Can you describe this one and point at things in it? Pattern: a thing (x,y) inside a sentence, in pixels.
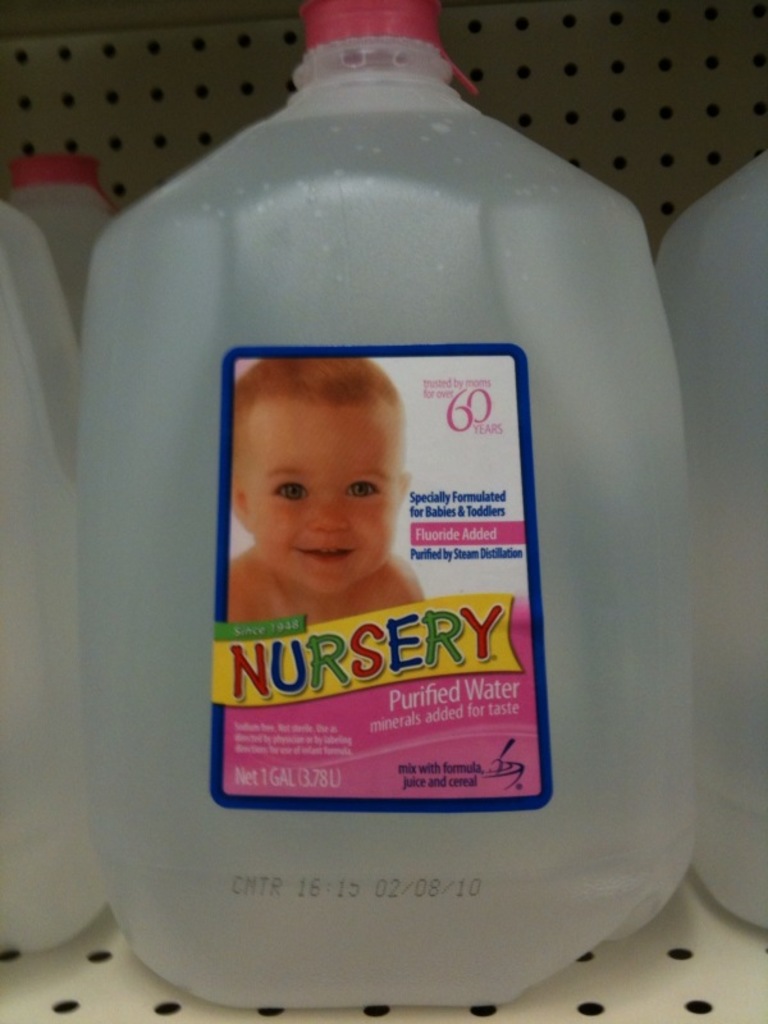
In this image i can see a sticker (418,448) on the bottle (428,364), on the sticker (355,409) there is a baby image (284,442), at the back ground (155,94) i can see a iron wall (141,107).
